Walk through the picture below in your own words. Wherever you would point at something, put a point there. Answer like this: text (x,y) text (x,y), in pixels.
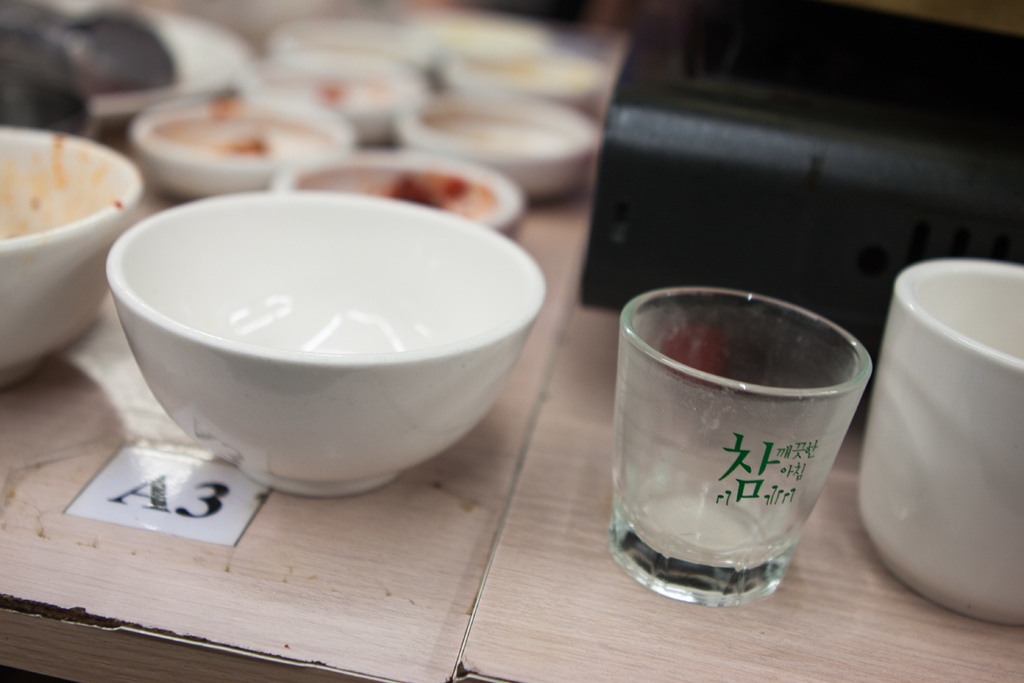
At the bottom of the image (418,525) we can see tables (364,612) and there are bowls (375,458), glass (775,567), cup (942,552) and a stove (693,218) placed on the table (470,562).
